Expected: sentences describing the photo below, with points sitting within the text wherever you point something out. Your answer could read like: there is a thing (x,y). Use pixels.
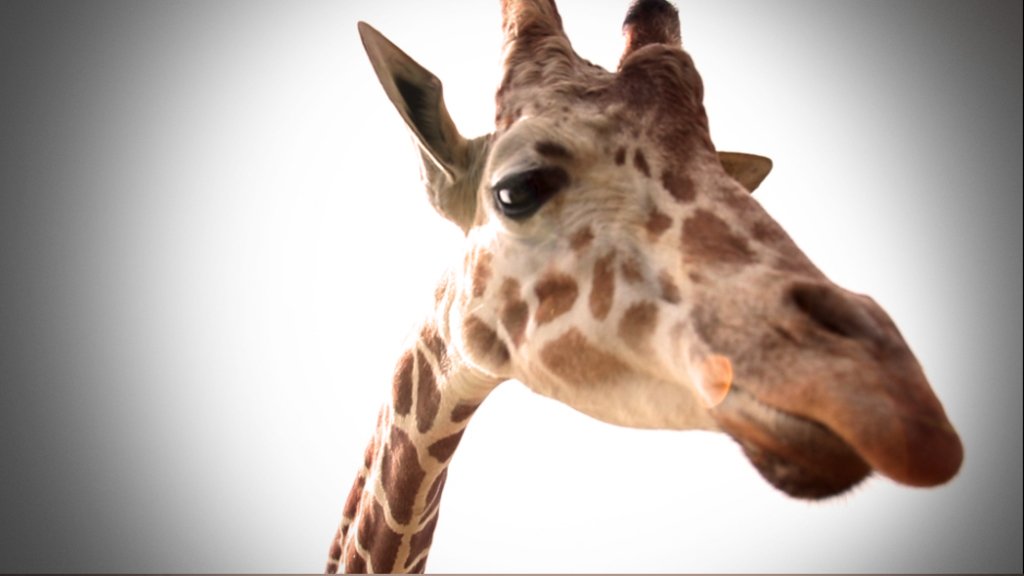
In the center of the image (445,363) a giraffe neck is there.
